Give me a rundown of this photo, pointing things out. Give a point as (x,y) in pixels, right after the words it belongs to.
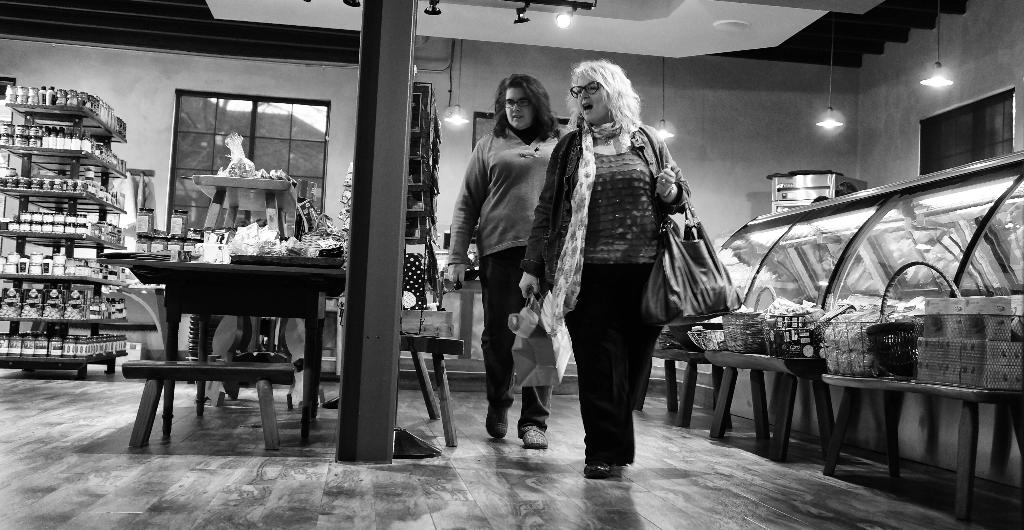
This is the picture of a mart (217,71) in which there are some partitions (58,200) of some items (274,236) like we have a desk (57,268) on which there are some bottles (80,265) and a desk (273,207) on which there are other items (322,244) and two ladies (573,154) walking and holding the bag (718,273) in the mart (368,290).
